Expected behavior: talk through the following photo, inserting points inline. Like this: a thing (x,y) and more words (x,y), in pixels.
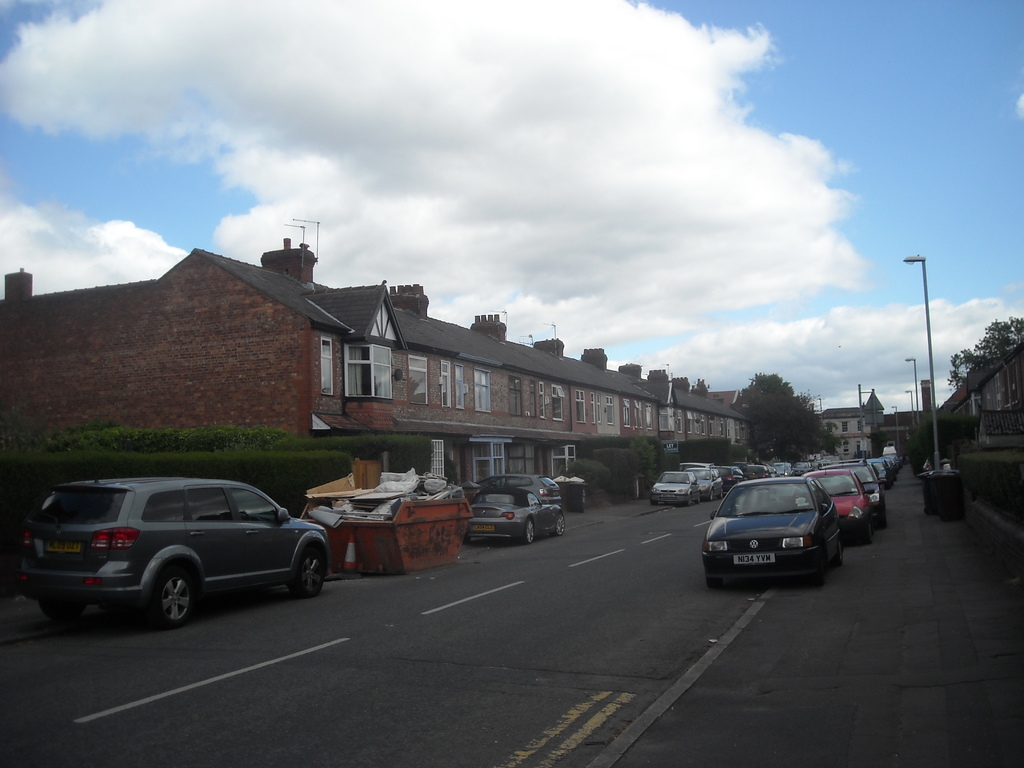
This is an outside view in this image there are some buildings (243,385), trees (994,357), poles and some vehicles (751,514) on the road (435,572). And on the left side (315,521) there is a dustbin (400,533), and at the top of the image (388,166) there is sky (314,148).
